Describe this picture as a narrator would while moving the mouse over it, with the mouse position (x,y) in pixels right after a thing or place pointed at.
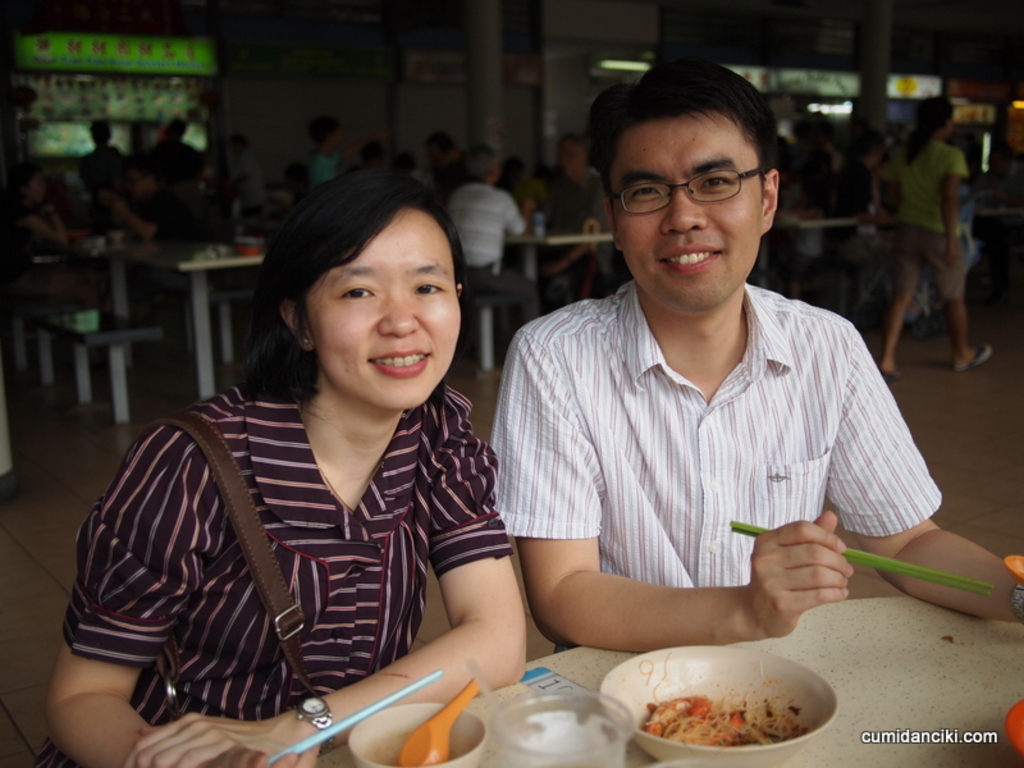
In this image there are two persons (576,595) sitting on chairs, in front of them there is a table (828,647), on that table (972,626) there are bowls (370,736) in that bowls (635,741) there is food items (679,723), in the background (114,378) there are tables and chairs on that chairs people (813,172) are sitting and a person (907,274) is walking.
